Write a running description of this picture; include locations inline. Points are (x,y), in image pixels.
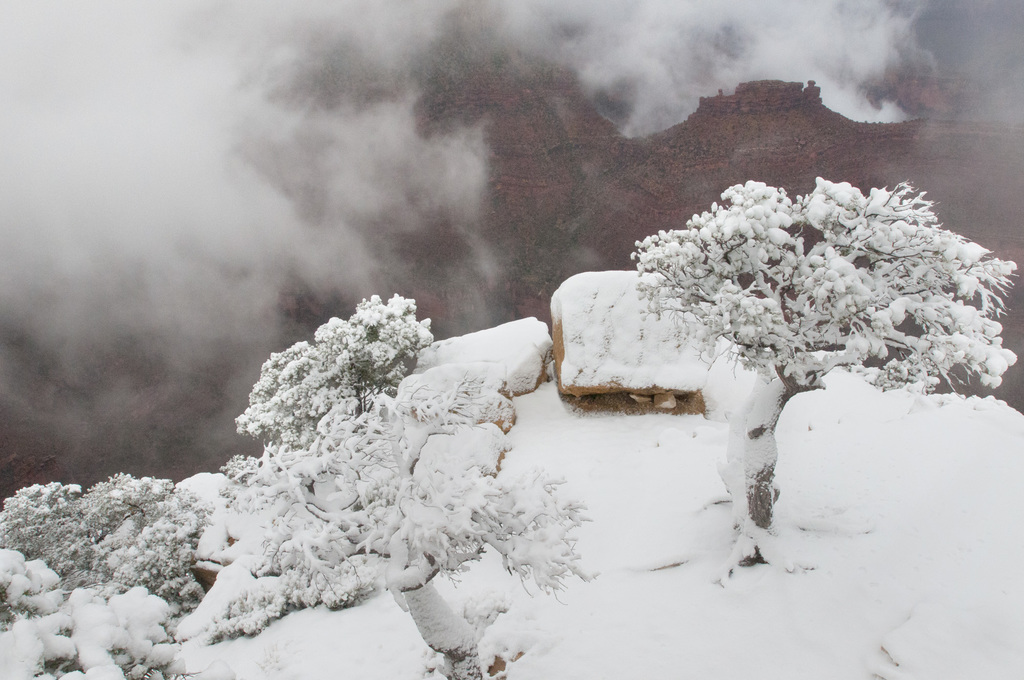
In the foreground of the picture (979,481) there are trees (387,489), plants (255,605), rocks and snow (661,591). In the center of the background (537,131) they are hills (883,137). At the top (380,17) it is foggy.
